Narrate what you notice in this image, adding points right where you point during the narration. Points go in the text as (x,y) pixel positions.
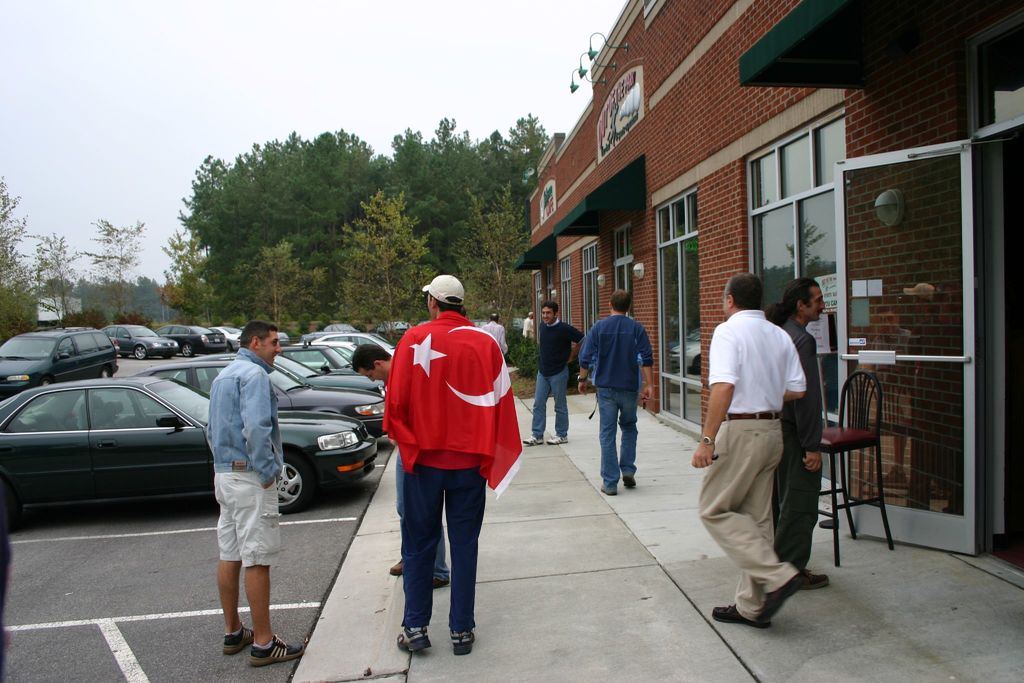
This picture is clicked outside. On the right (754,384) we can see the group of persons (721,514) seems to be walking on a sidewalk (910,548) and there are some objects (866,426) placed on the ground (1018,577). On the left (267,423) there is a person (218,378) wearing blue color jacket (258,471) and standing on the road (215,600) and we can see the group of vehicles (115,438) parked on the road (170,509) and we can see the building (722,93) and the brick wall (732,218), windows (817,255) and a door (855,218) of the building (717,205). In the background (21,68) there is a sky (61,76) and we can see the trees (334,253).
